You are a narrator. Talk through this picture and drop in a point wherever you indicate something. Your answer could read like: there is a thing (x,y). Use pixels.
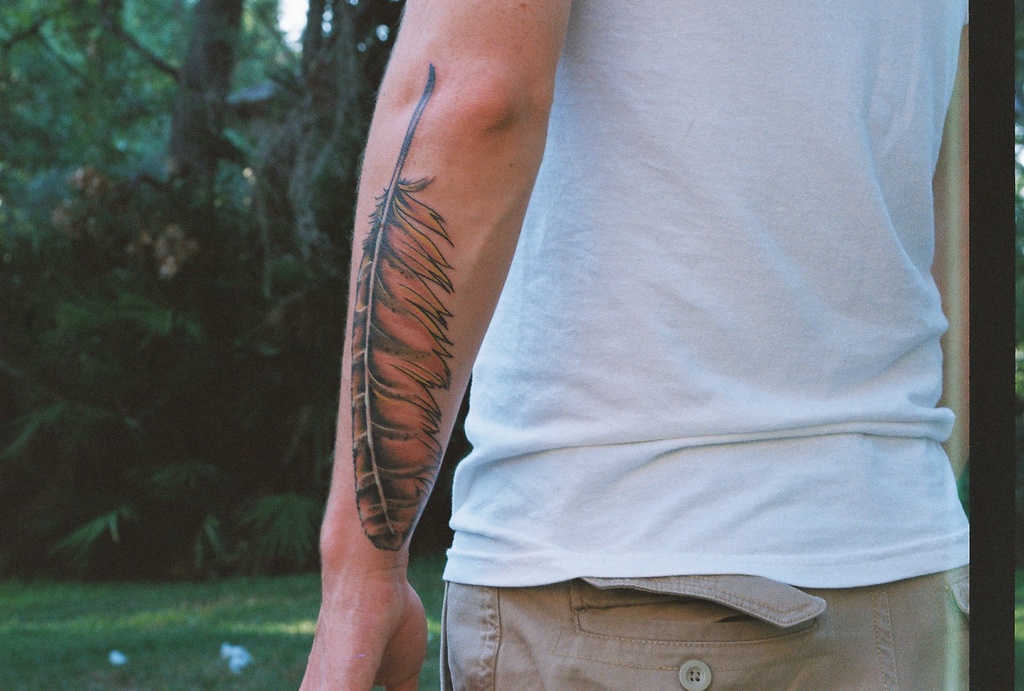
In this image, I can see a person (678,466) standing. It looks like a tattoo (439,326) on a person's hand (446,284). On the left side of the image (206,518), I think these are the trees (237,437) and the grass (146,586).
